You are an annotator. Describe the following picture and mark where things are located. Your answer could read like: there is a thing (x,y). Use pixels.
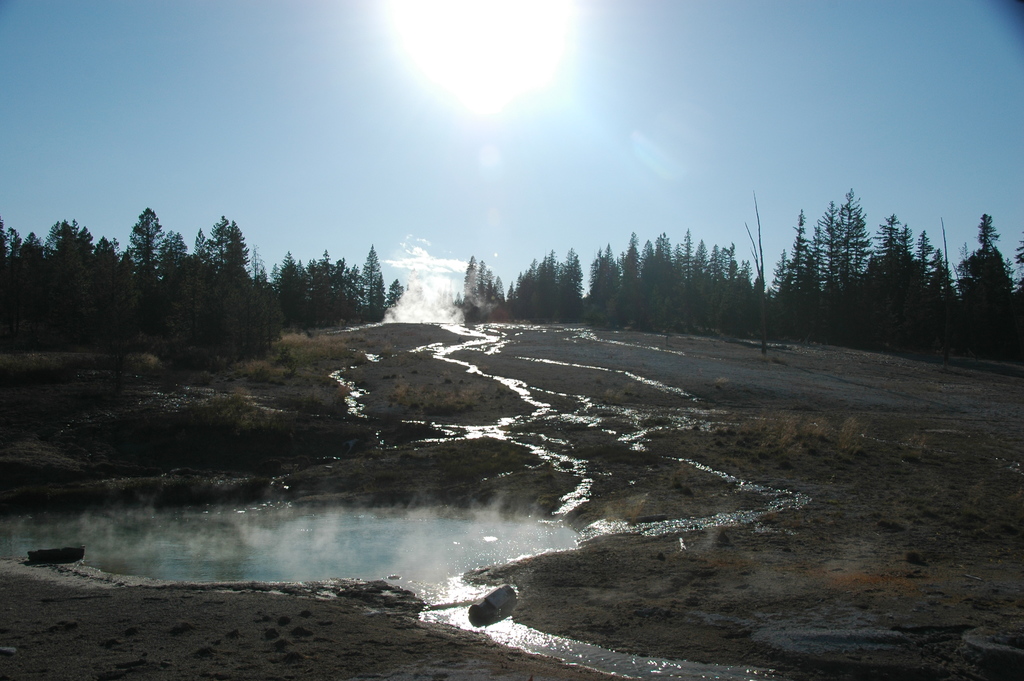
At the bottom of the picture (371,480), we see the water (328,558) and the sand (325,631). There are trees (581,307) in the background (373,321). At the top (229,161), we see the sun (500,84) and the sky (524,135), which is blue in color.
